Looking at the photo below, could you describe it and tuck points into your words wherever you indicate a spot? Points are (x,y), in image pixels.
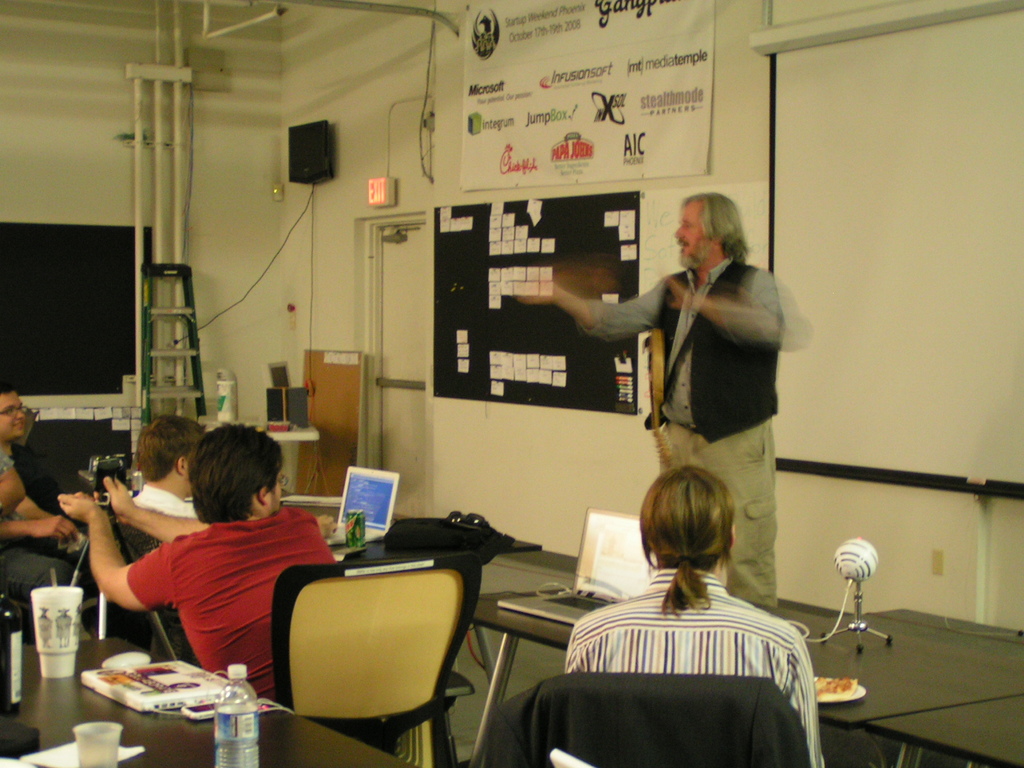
In this image I can see the group of people (132,580) sitting in-front of the table (60,729). On the tables (189,747) I can see the bottles (232,749), cups (103,734), laptops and many objects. To the right (713,400) I can see one person (696,396) standing. In the background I can see many papers (494,305) and the screen (847,330) to the wall (452,199). I can also see the exit board (376,203), sound box (315,163) and some objects (138,160) to the wall (185,160). There are few more objects (235,416) in-front of the wall (255,403).
